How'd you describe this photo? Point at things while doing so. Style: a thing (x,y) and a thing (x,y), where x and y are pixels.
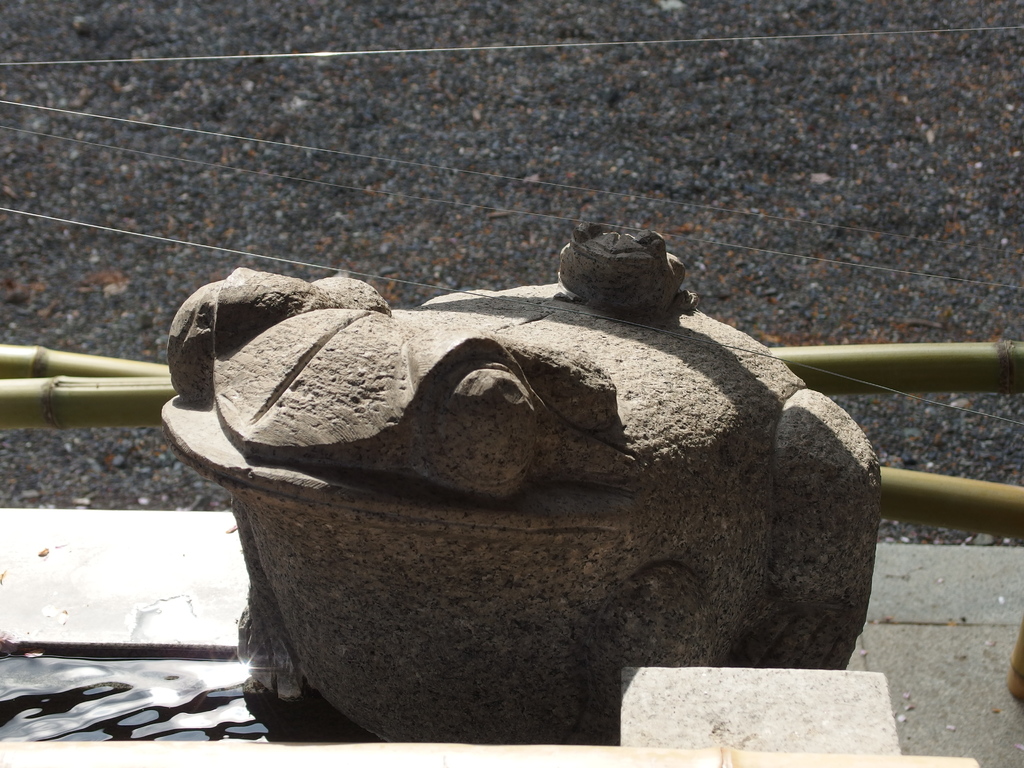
In the center of the image (588,470) we can see water (152,686), one white color object (706,694), one cream color bamboo stick (616,752) and one solid structure (526,522). In the background (401,151) there is gravel ground (373,153), bamboo sticks (141,368), thin wires (117,230) and a few other objects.
